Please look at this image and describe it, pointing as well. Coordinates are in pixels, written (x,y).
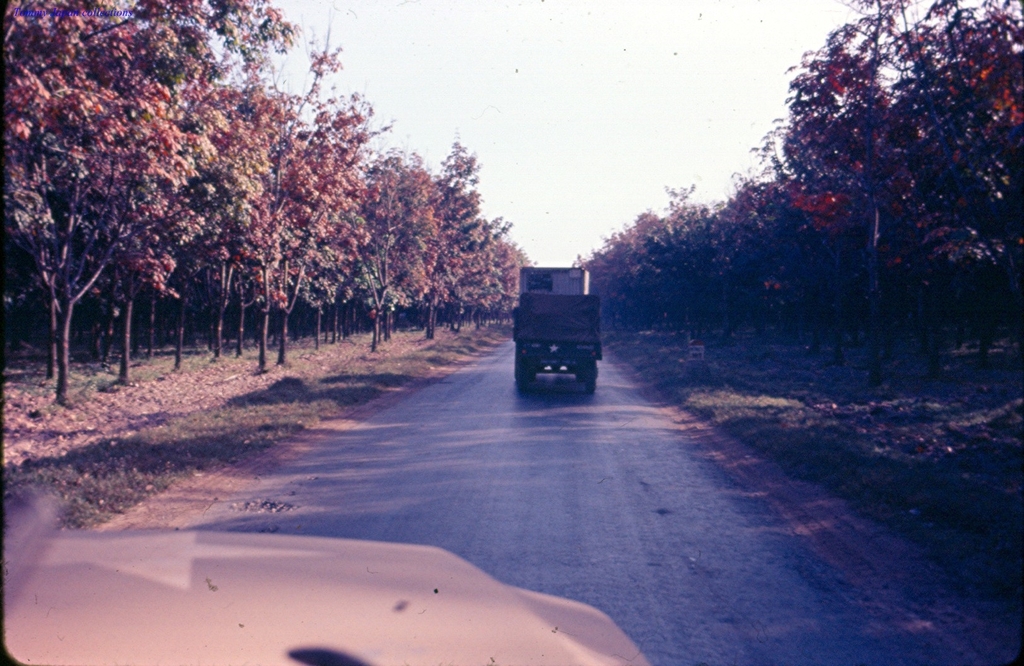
In this image we can see some vehicles (520,301) on the road (518,467). We can also see some grass (169,446), a group of trees (253,302) and the sky (536,207) which looks cloudy.
